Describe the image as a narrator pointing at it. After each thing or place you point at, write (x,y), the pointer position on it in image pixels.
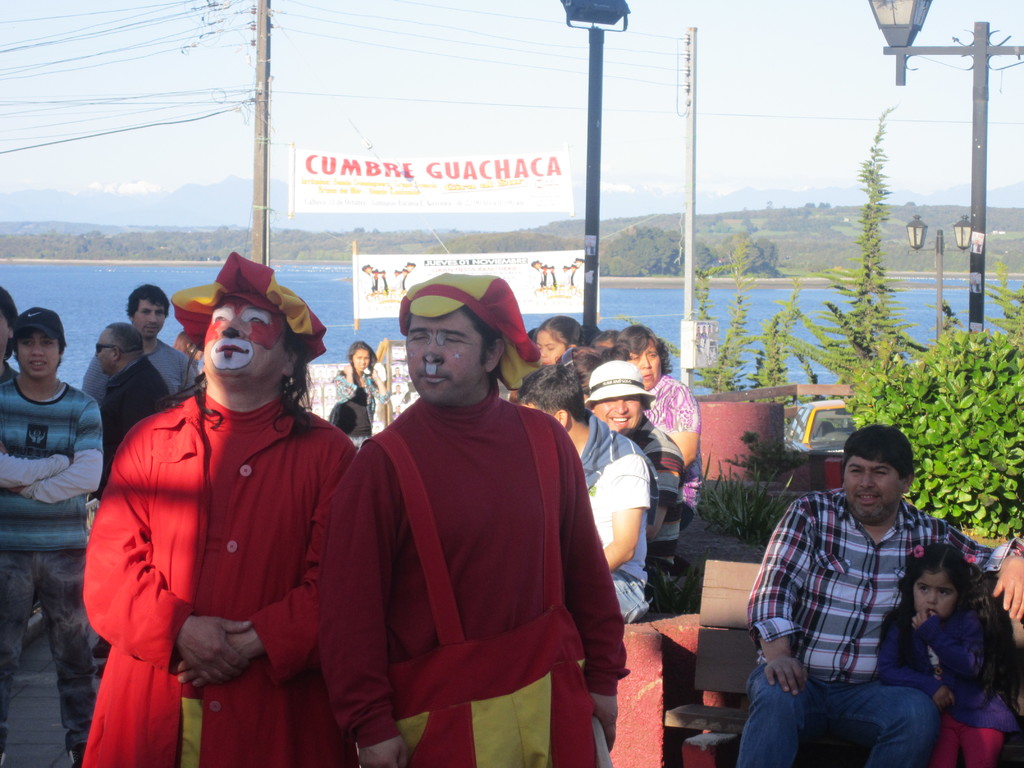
There is a river (32,280) and in front of the river (72,371), there are some people (67,404) and in the front (271,495) there are two men (211,489) wearing red costume (326,479) and makeup (220,320) and in the right side (851,361) there are many trees (886,338) and lights (959,242) to the poles (256,187) and current wires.
